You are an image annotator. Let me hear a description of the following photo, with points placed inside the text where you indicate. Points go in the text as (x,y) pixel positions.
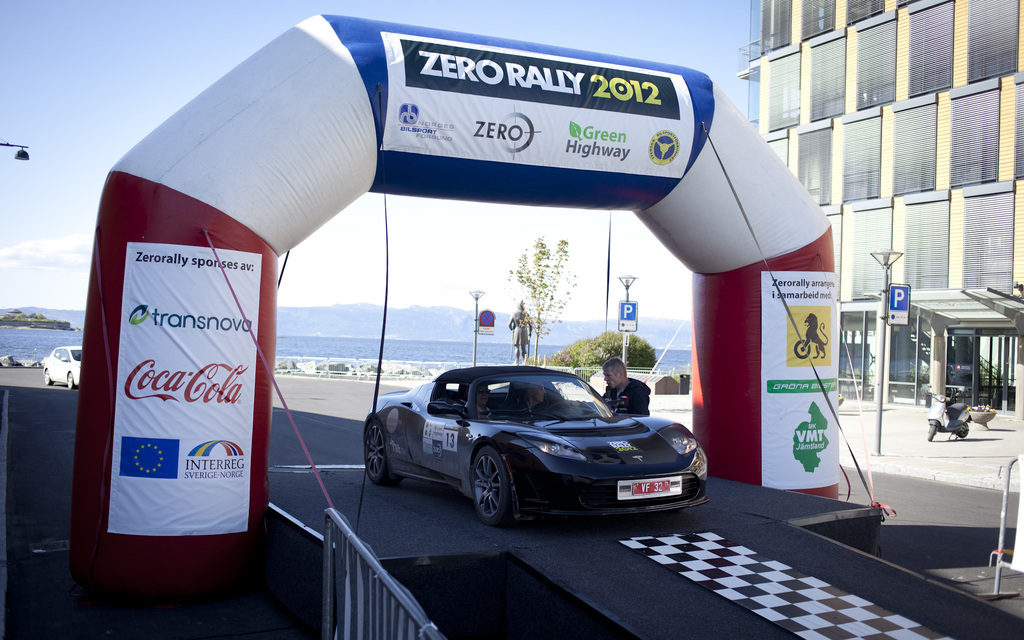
In this image I can see a race arch (110,357). There is a black car (538,488) and a person (630,395) is standing. There is a white car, tree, water (326,348) and mountains (392,331) at the back (423,326). There is a scooter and a building (901,401) on the right (905,388).
